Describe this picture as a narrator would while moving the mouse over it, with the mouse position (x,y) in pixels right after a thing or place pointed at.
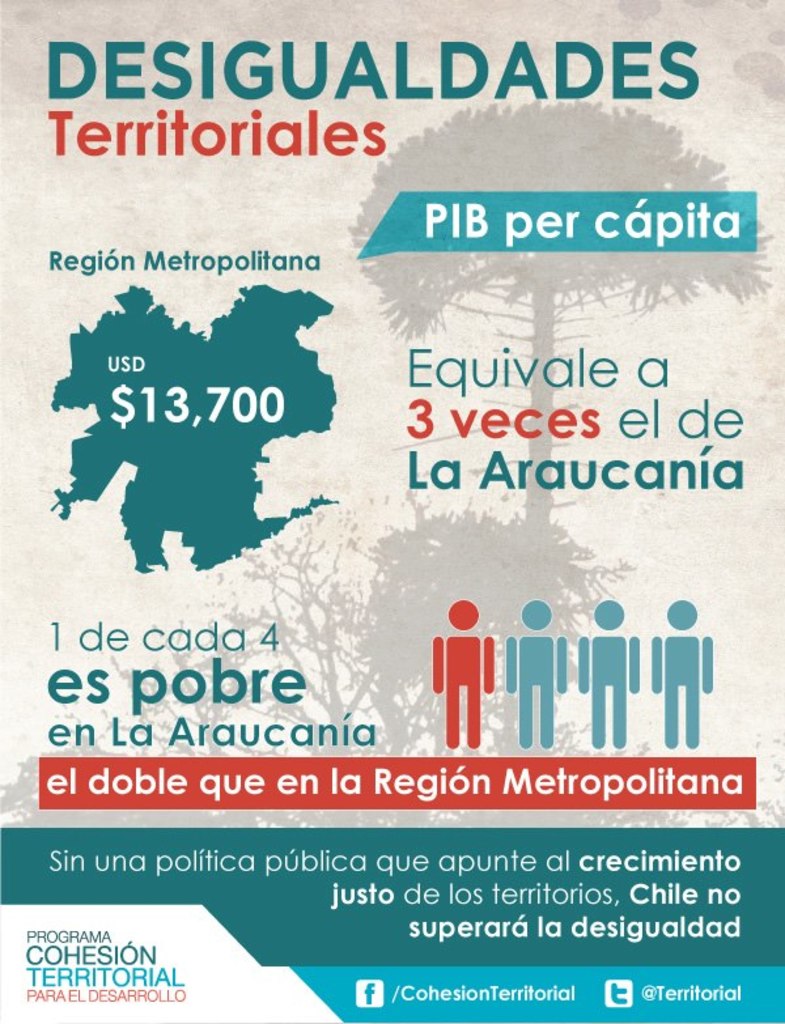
In this image, we can see a magazine (288,736). In this magazine (400,702), we can see some text (537,884), image (578,582), numerical numbers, figures (560,663).
